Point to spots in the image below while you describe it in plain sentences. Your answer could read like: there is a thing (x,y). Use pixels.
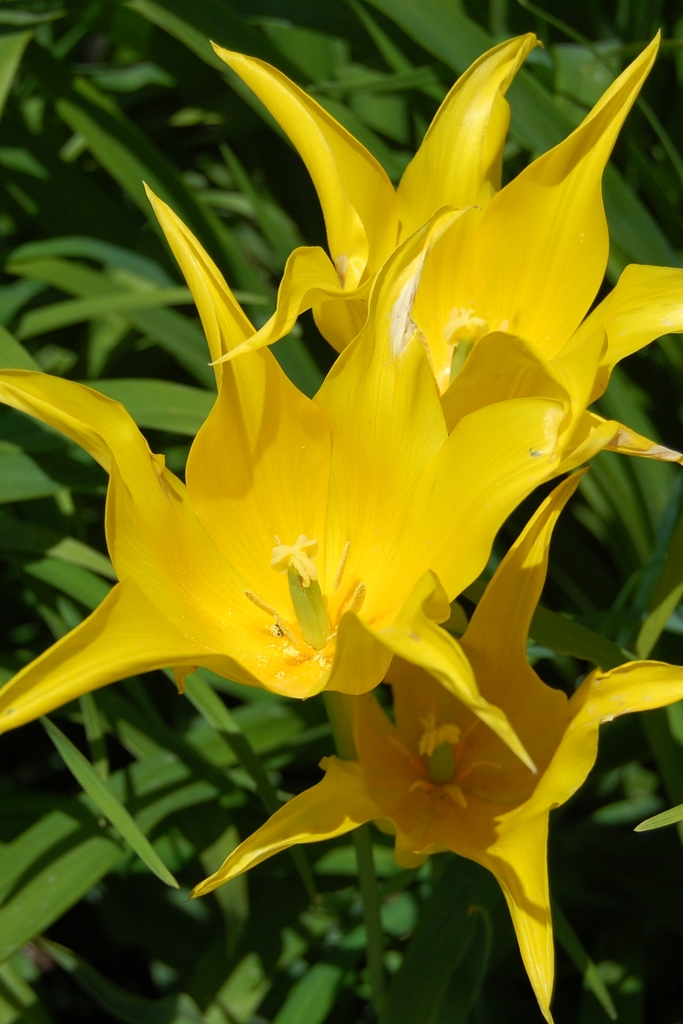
In the image we can see some flowers (565,417). Behind the flowers (500,832) there are some plants (37,13).
